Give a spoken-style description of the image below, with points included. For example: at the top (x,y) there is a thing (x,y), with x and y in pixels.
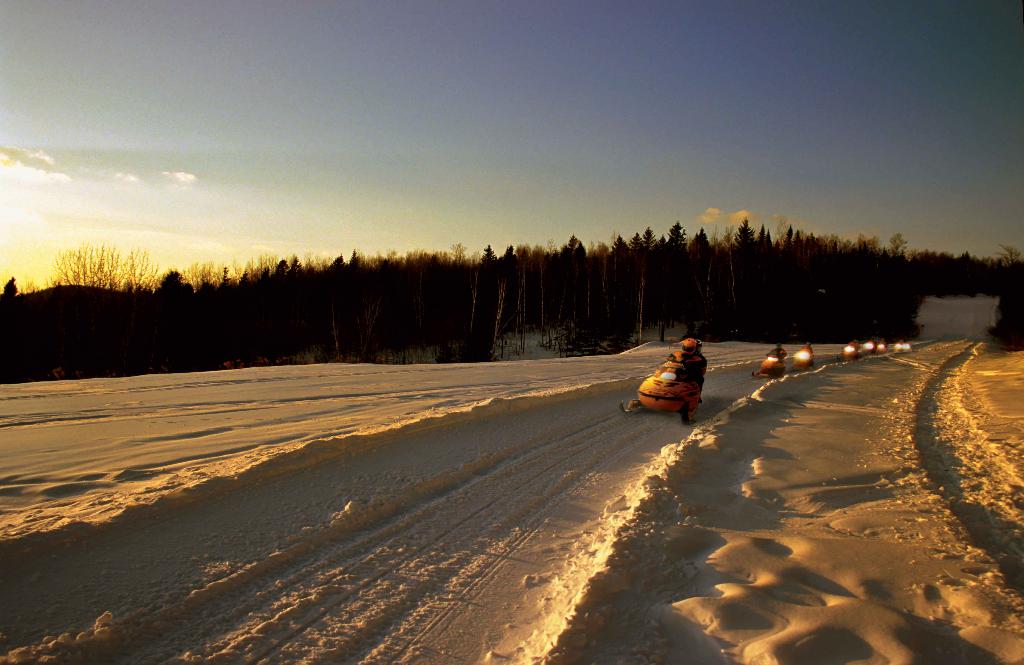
In this image we can see few vehicles (654,392) on the snow (596,466) and few people (687,352) on the snowmobiles (851,347), there are few trees (720,253) and the sky (502,144) in the background (479,154).
